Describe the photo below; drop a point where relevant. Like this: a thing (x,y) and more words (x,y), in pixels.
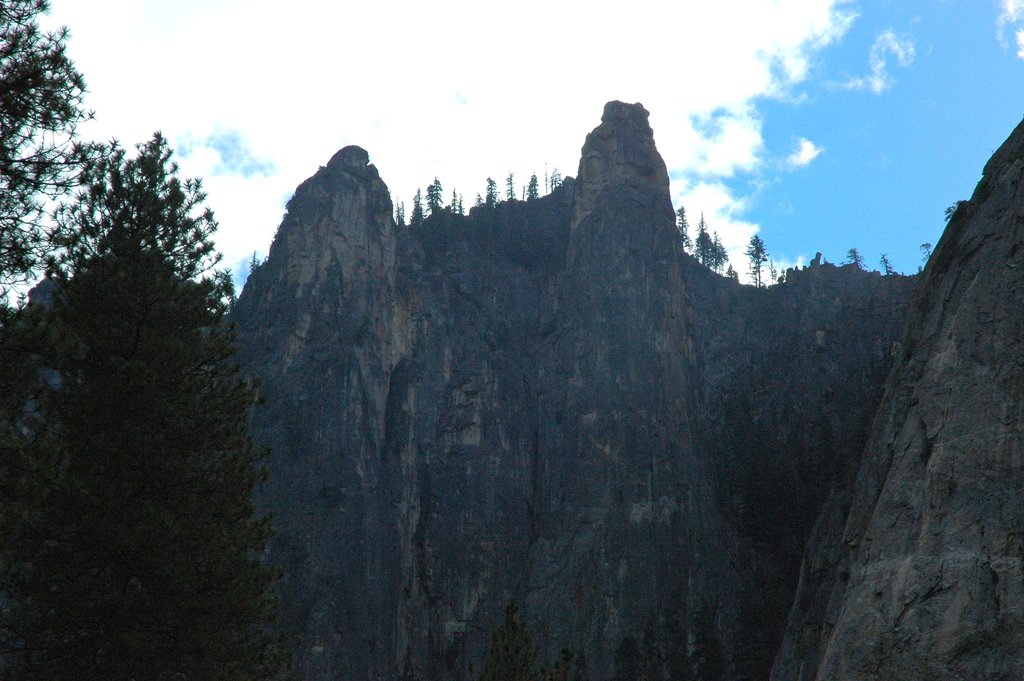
There are trees (181,517) and a mountain (437,367) at the bottom of this image (443,457) and the sky (423,111) is in the background (608,61).
